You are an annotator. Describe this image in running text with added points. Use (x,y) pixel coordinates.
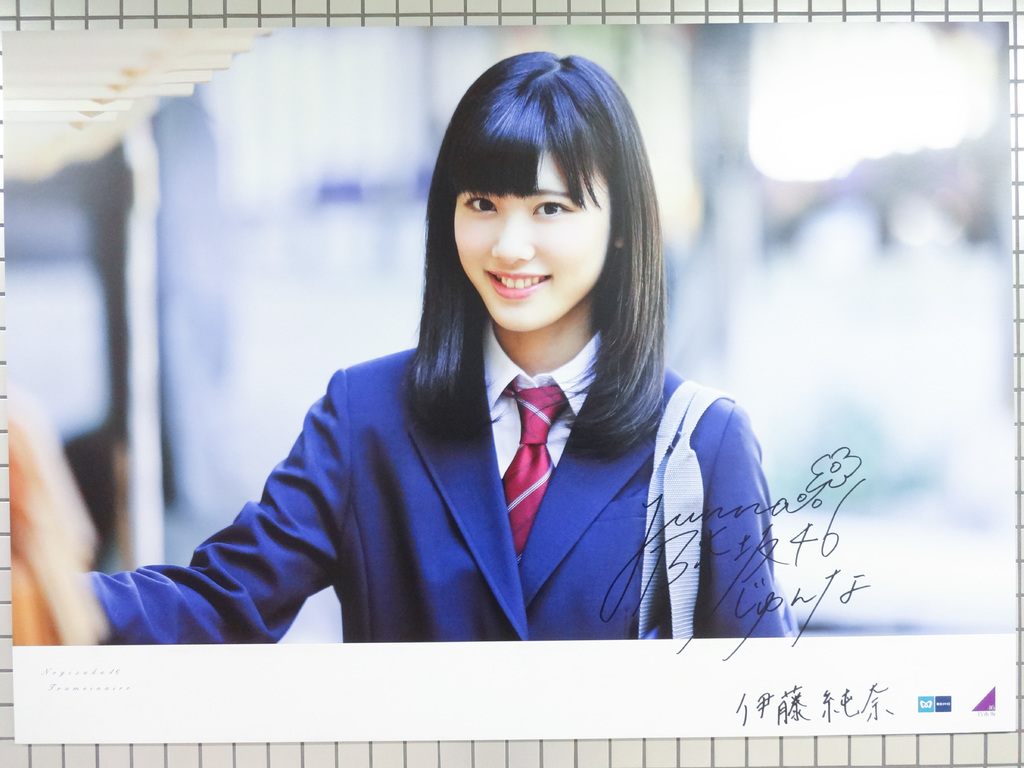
This is a photograph of a girl (638,291) standing. She is wearing a blue suit (647,475), bag (678,503) and she has fringes (596,157). The background (890,412) is blurred. There is an autograph (774,550) at the right bottom (789,612) with the black ink (752,608).
